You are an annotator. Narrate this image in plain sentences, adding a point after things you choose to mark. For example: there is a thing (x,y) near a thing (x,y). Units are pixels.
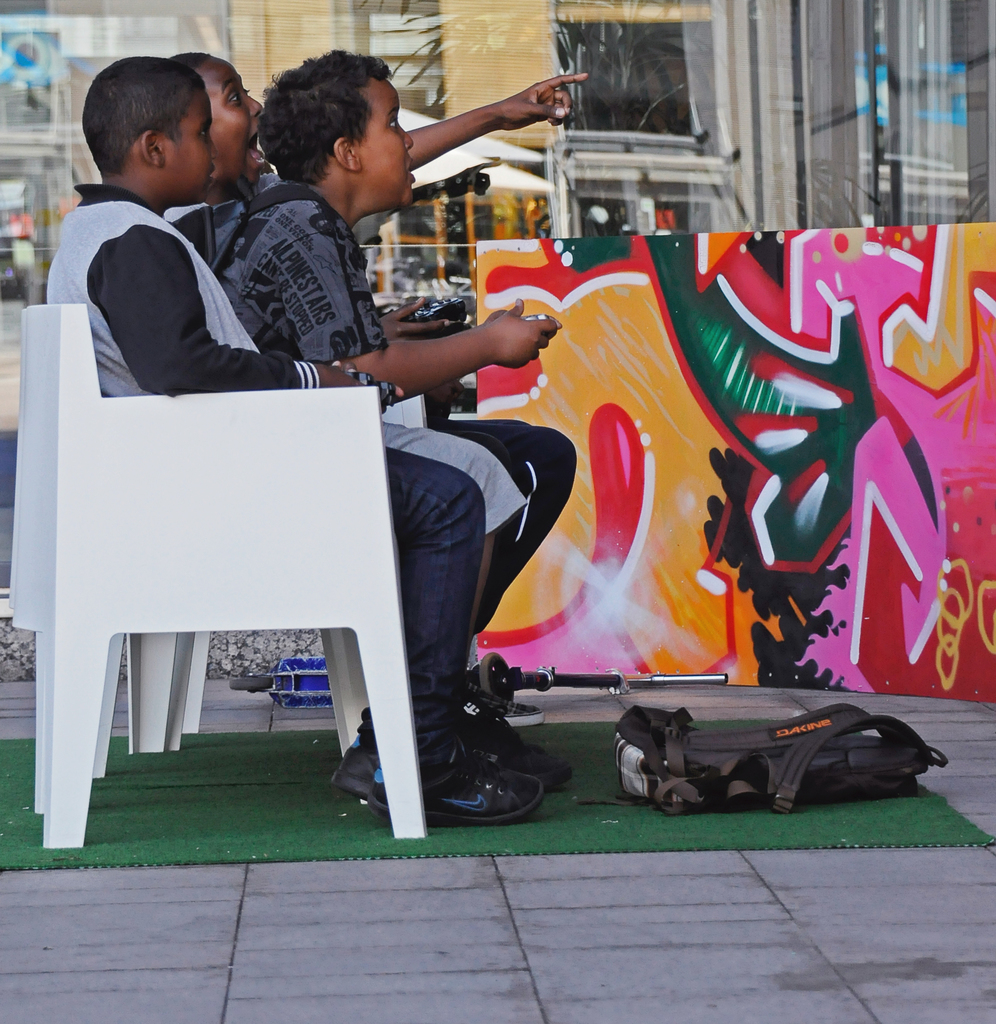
In this image I see 3 children (301,150) who are sitting on chairs (75,339) and I see that they're holding few things (427,309) in their hands (506,325) and I see a bag (754,748) over here and I see an art (716,378) over here which is colorful and I see the path (555,711).
